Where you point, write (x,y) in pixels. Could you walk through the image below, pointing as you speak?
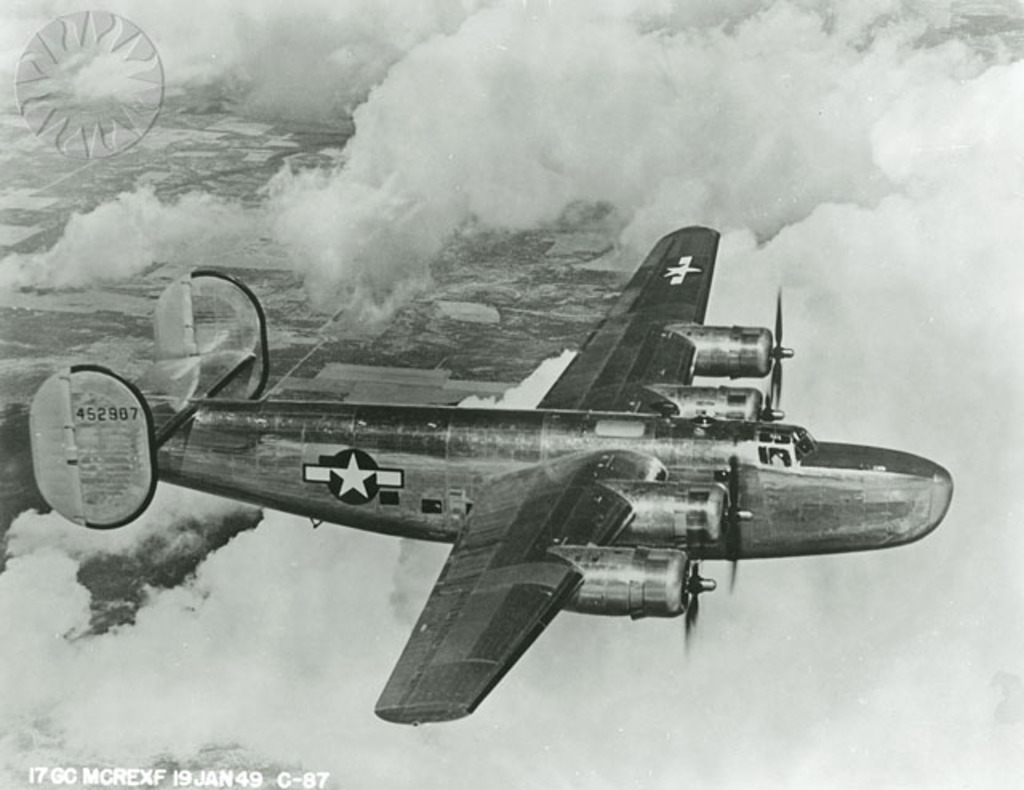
It is the black and white image in which we can see there is an airplane (567,472) which is flying in the sky (562,369). There are clouds (562,369) around it.
